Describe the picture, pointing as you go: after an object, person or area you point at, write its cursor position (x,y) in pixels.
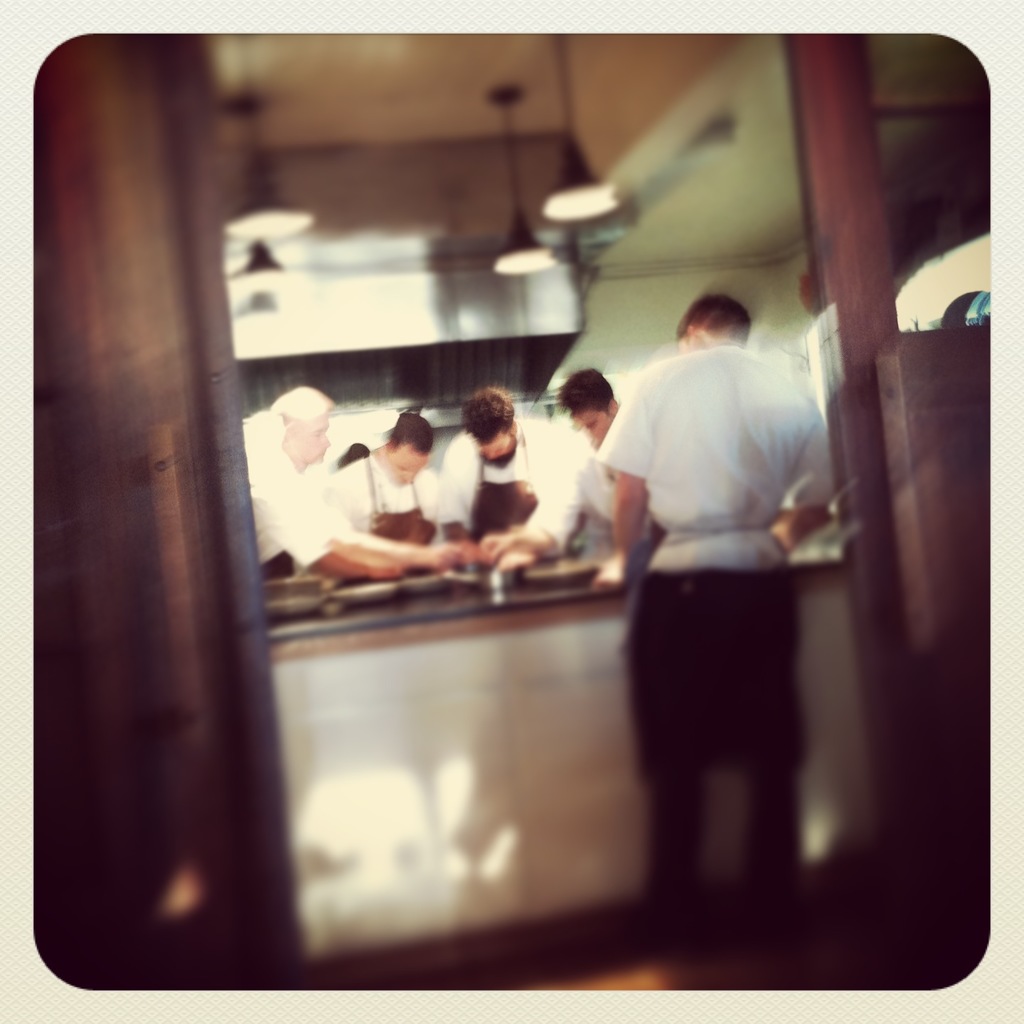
In this image I can see a group of people (668,540) are standing on the floor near the cabinet (518,715) on which I can see plates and some objects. In the background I can see a wall (610,344), lights (522,265) and door (45,694). This image looks like an edited photo.
